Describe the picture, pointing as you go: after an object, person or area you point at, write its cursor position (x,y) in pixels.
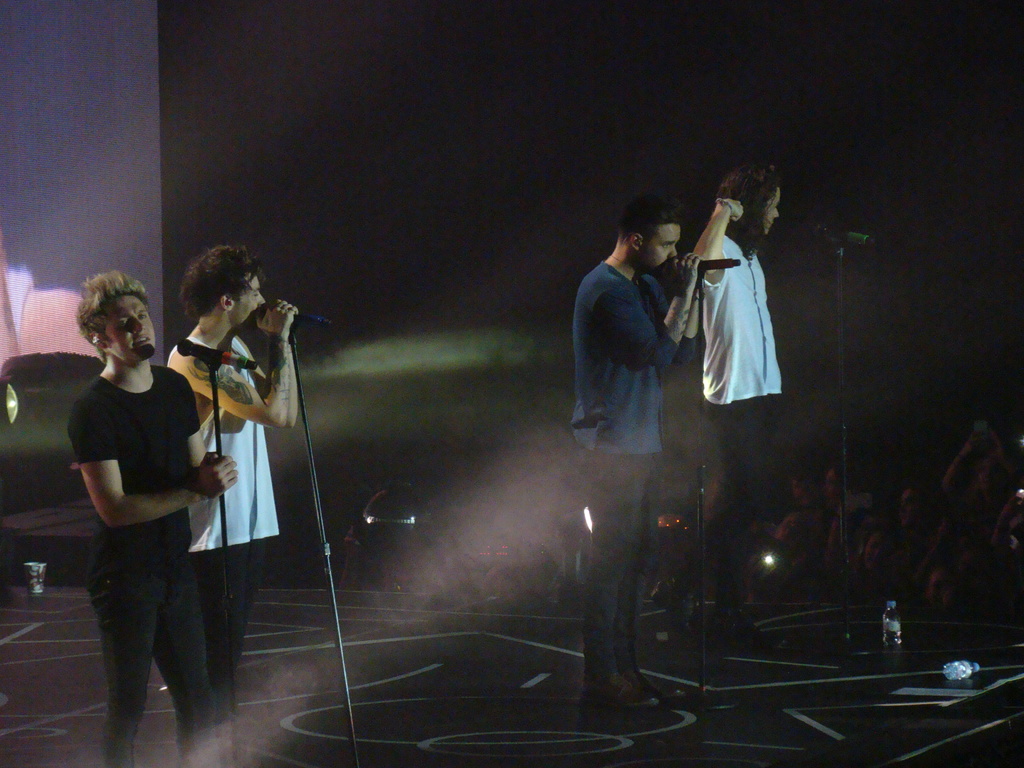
In this image, we can see four persons (143,579) and stands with microphones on the stage (710,715). Few people (172,500) are holding some objects (220,484). On the right side of the image (790,582), we can see the people (933,525) and bottles (948,664). In the background (989,364), we can see the dark view (803,164), screen (85,213) and some objects (66,538).
